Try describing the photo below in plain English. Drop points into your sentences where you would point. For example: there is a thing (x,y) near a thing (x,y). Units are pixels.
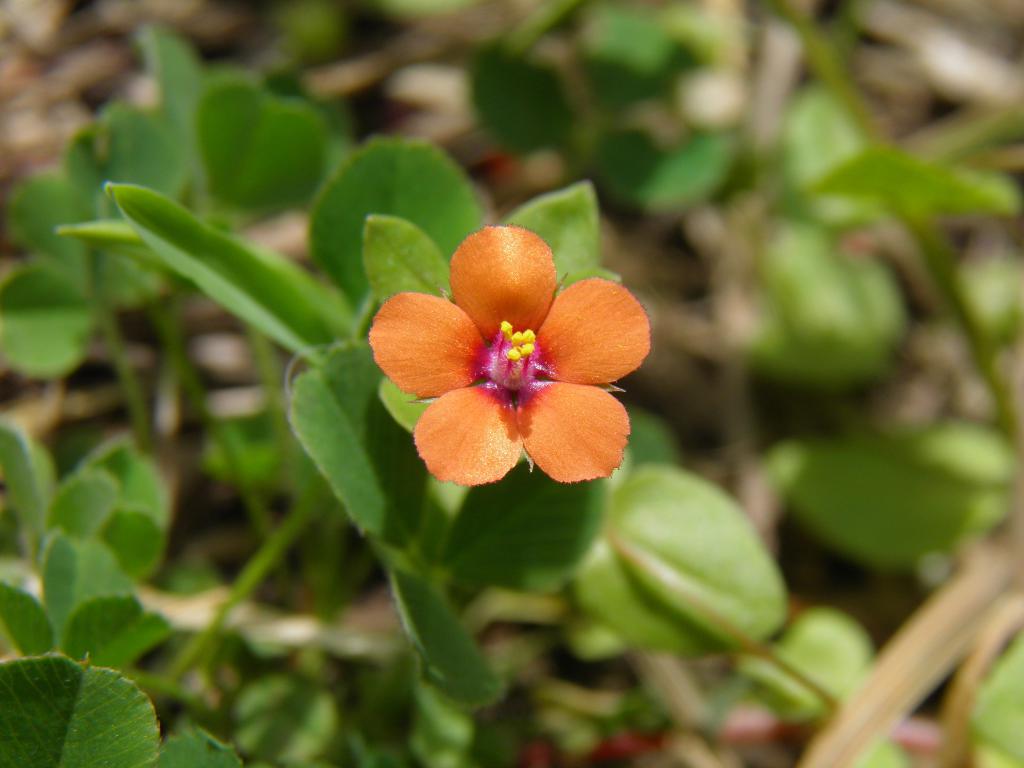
In this image we can see a flower (448,322) and plants (348,284).
